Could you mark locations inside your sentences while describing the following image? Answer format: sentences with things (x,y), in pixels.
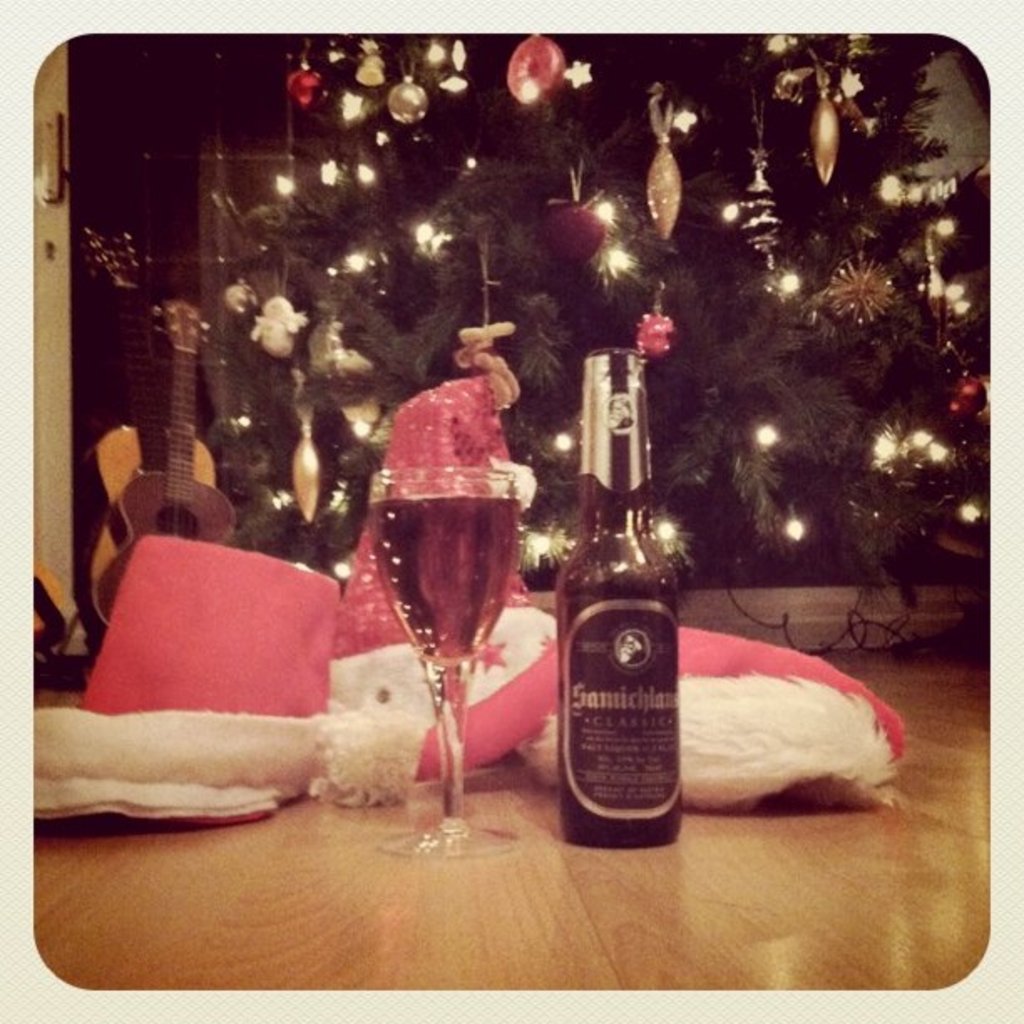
In this picture, we see a glass (477,594) containing the liquid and a glass bottle (592,711). Behind that, we see the clothes (296,701) in white and red color. In the background (195,436), we see a guitar (192,449) and a Christmas tree (667,379) which is decorated with the lights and the balls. This picture might be a photo frame.
